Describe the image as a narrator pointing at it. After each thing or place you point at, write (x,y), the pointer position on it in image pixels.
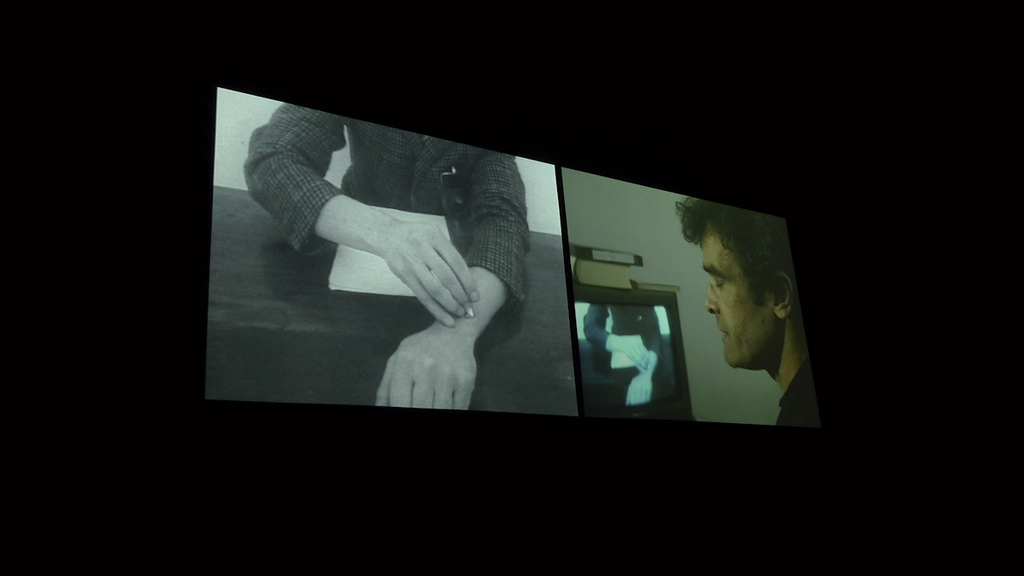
In this image, there are two different screens (386,285). On one of the screen (479,327), I can see the hands (443,325) of a person (407,266) and a book (375,279) on a table (390,315). On the other screen (616,299), I can see objects (620,282) on top a television (641,291) and the face (767,294) of a person (778,333). The background (8,345) is dark.
